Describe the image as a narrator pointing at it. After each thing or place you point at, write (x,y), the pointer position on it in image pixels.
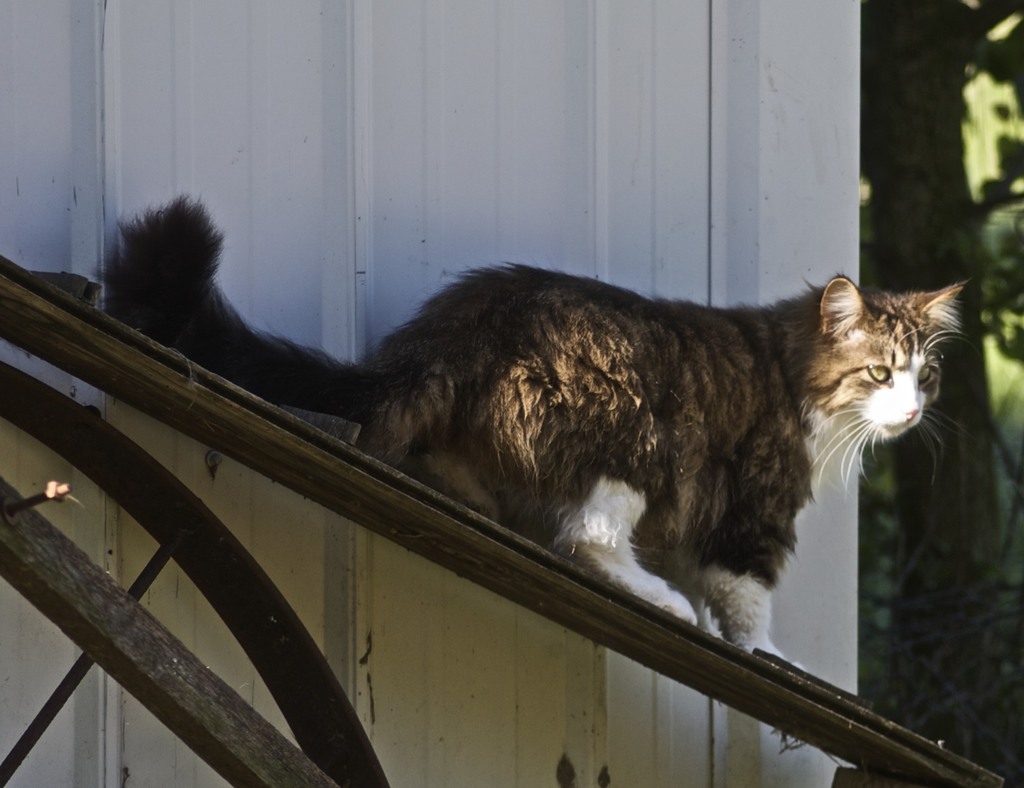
In this image I can see the cat (766,605) on the wooden object (743,670). The cat (736,644) is in brown, black and white color. I can see the white color object (633,104) and the green color background (909,116).
